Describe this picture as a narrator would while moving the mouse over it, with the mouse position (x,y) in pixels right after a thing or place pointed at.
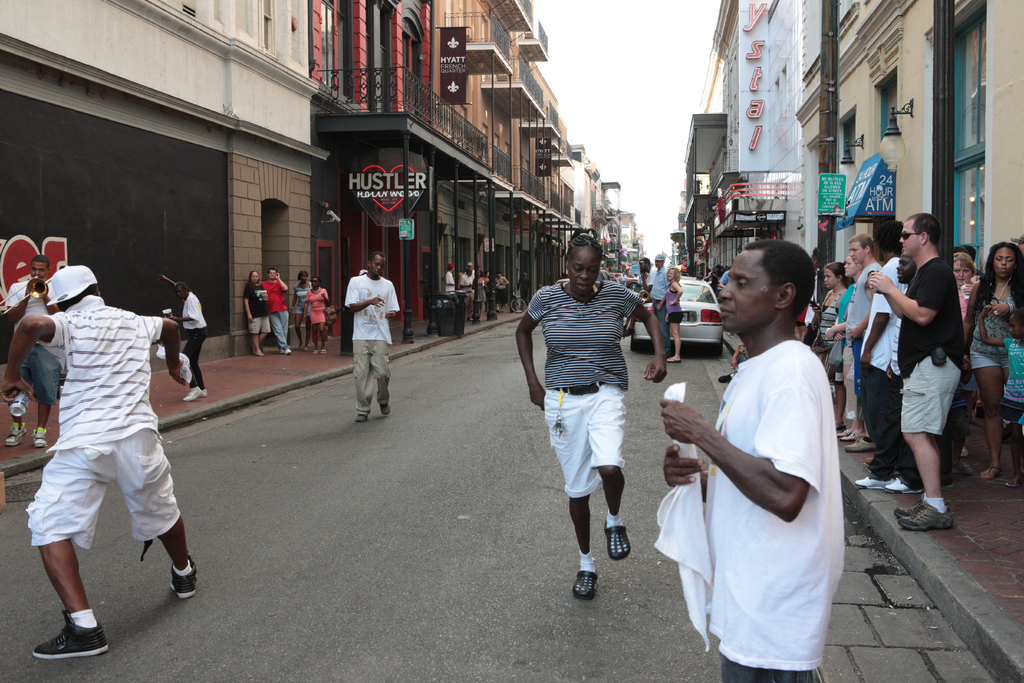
In the center of the image (680,377) there is a road (349,443) and we can see people (671,407) on the road (523,520). Some of them are standing on the sidewalk (958,555). In the background (259,207) there are buildings (966,174), car (681,331) and sky (640,166).
